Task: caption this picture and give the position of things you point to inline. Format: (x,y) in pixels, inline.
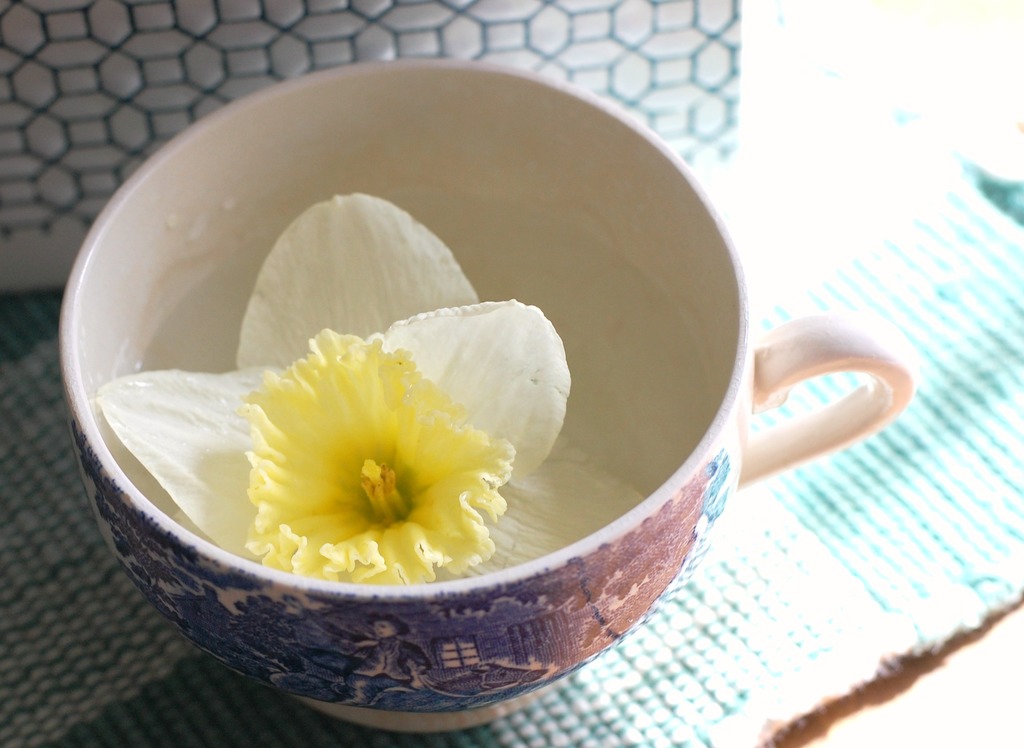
Here in this picture we can see a cup (209,226) present over a placemat (255,738) in that cup (591,381) we can see a flower (507,382) present and we can also see its pollen grains (377,480) present over there.
